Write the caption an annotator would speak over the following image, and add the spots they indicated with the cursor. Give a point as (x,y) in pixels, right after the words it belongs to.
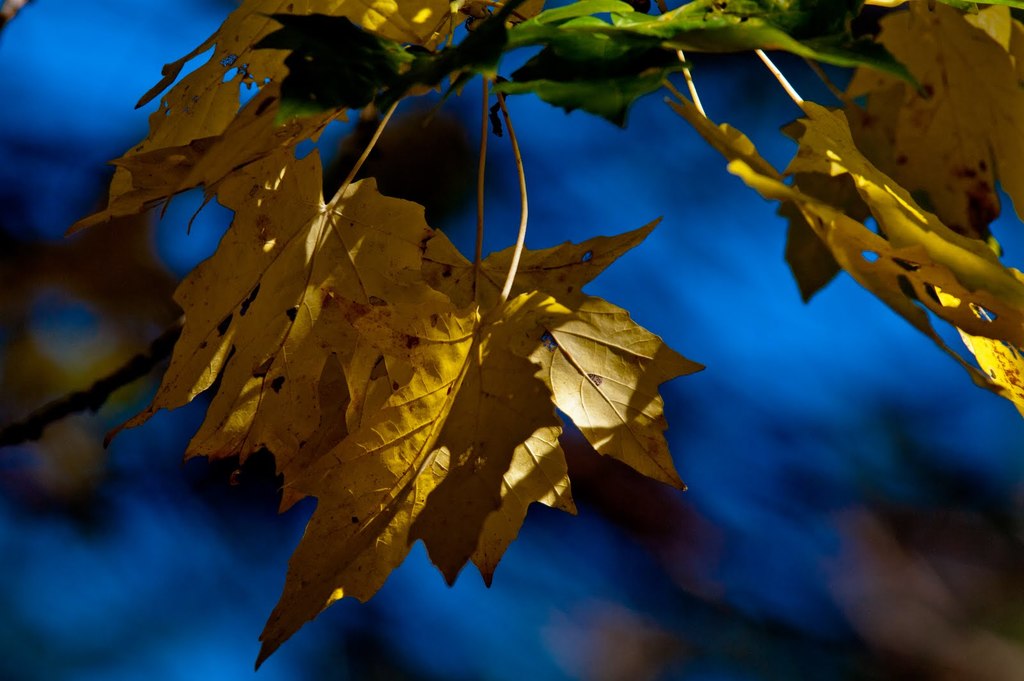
In this image, we can see leaves (989,340) and stems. Background (754,314) it is a blur. Here we can see blue color.
